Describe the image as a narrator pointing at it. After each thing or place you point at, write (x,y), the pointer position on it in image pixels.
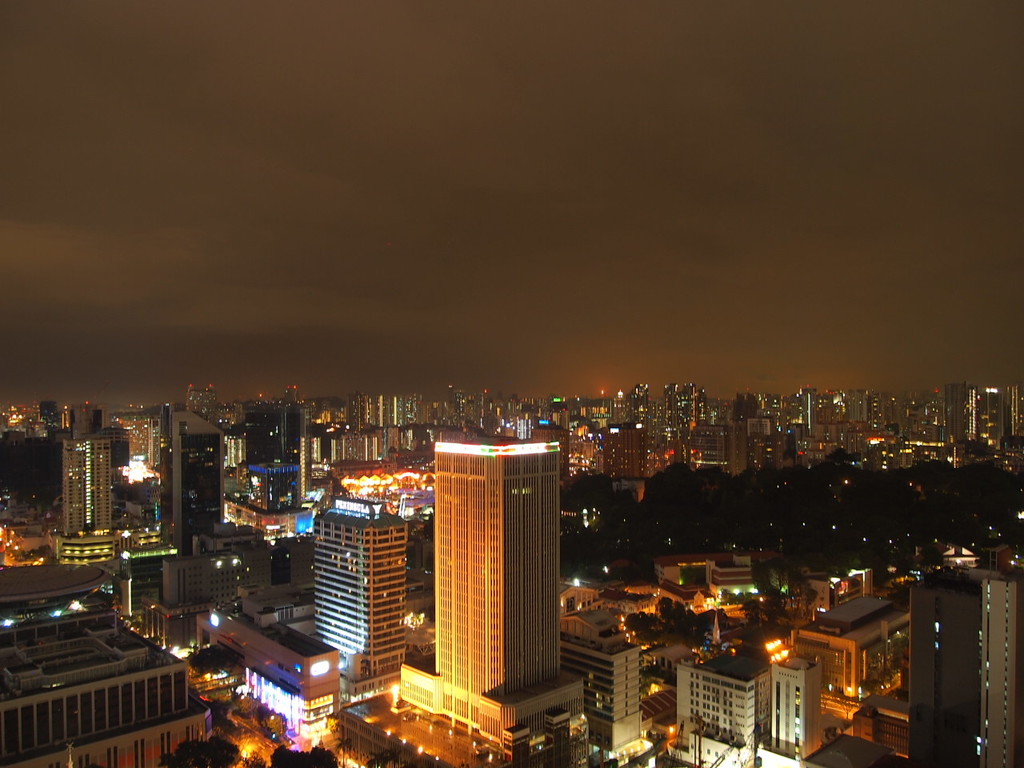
In this image I can see number of buildings (70,714), number of lights (19,420), the sky (596,270) and on the bottom side of this image (894,549) I can see few trees (218,743).
